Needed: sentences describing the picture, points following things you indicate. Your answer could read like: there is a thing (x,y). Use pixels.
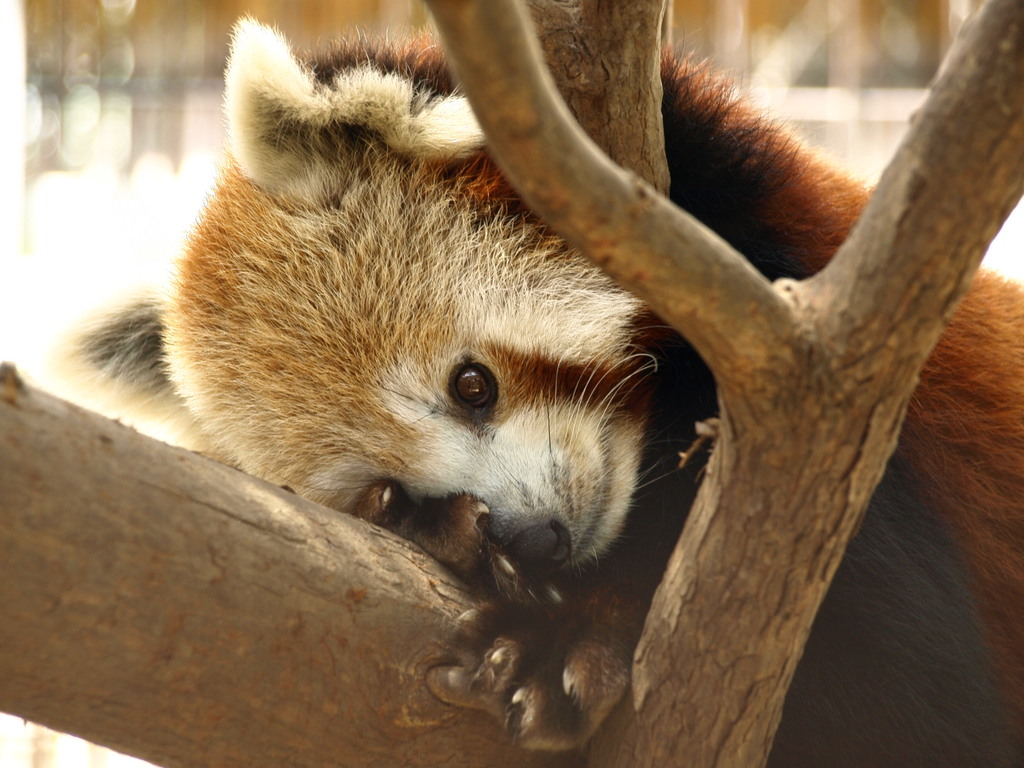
In this image, we can see an animal (605,374) on tree (705,571). In the background (91,121), image is blurred.
